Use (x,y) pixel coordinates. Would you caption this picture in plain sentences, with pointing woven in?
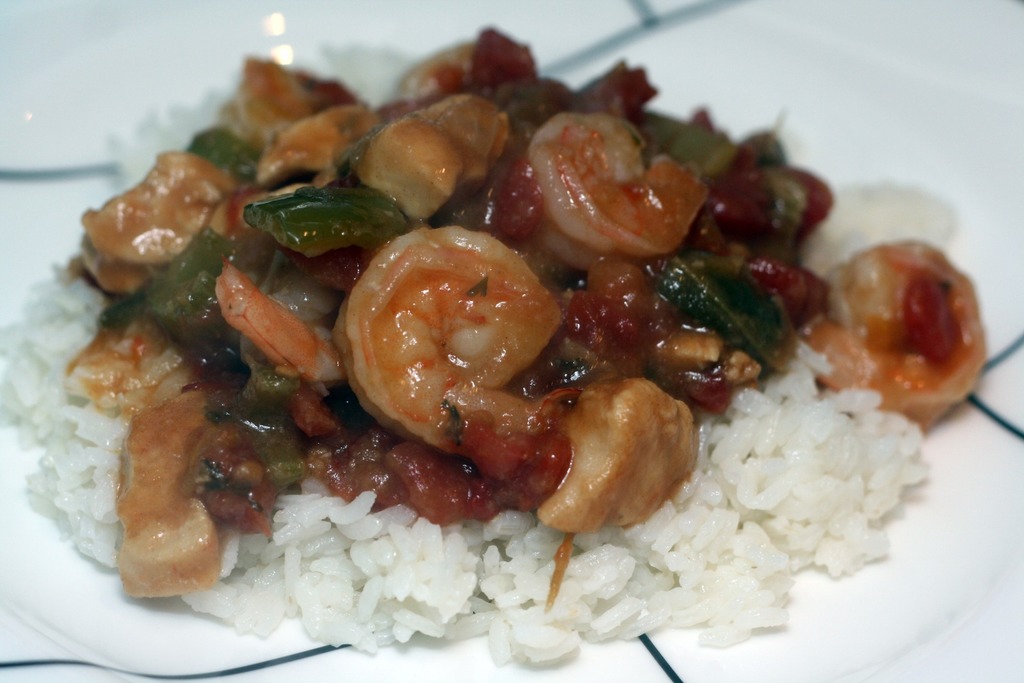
In this image I can see the food (598,390) on the plate (937,576). The plate (955,560) is in white color and the food (563,544) is in white, red and green color.
